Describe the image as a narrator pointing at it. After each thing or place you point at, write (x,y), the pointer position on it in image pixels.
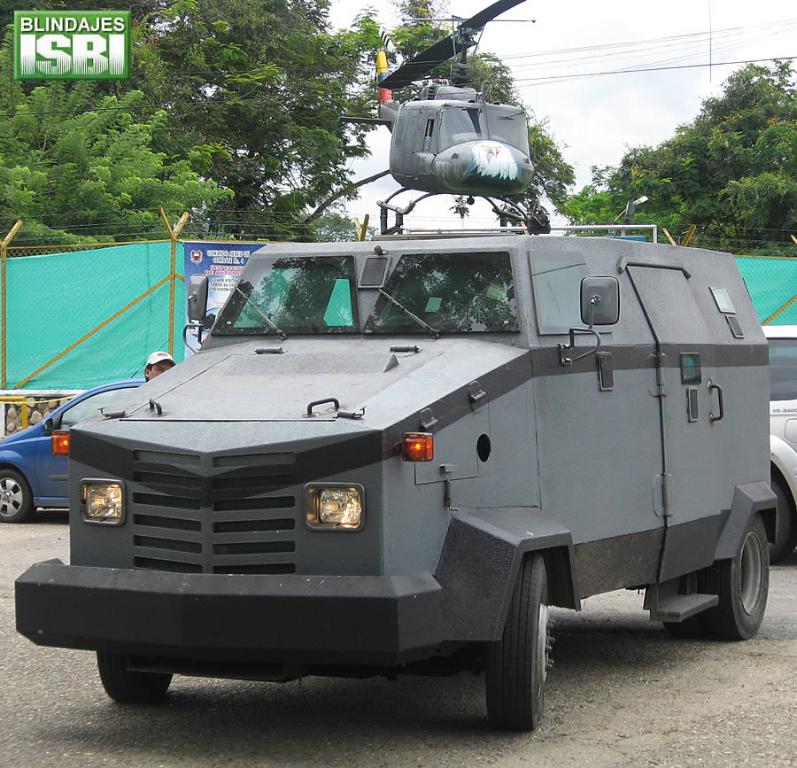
In this image we can see vehicles (233,439) on the road (458,675). Image also consists of a fence (73,267) and also a helicopter (470,96) and trees (712,143). In the top left corner (69,45) we can see a logo (82,46).
